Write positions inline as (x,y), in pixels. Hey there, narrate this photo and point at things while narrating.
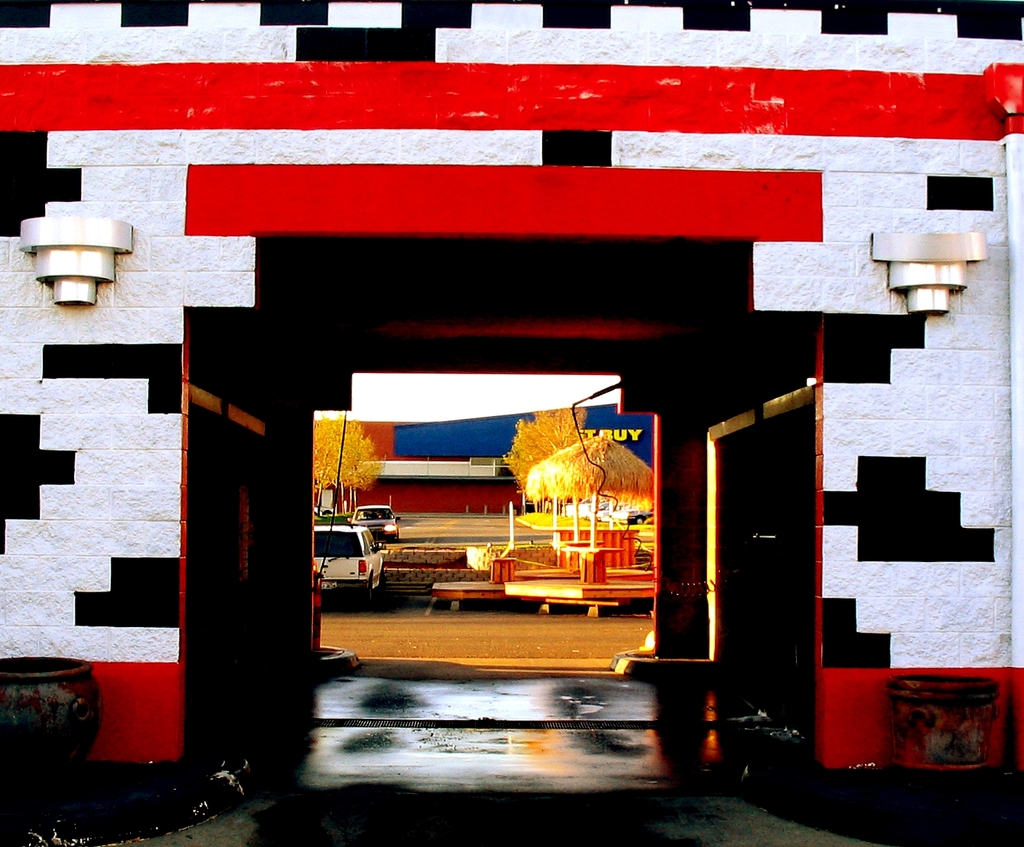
In the foreground of this image (145,682), there is wall (660,114) and two pots (60,732) on the either side. In the background (593,470), there is a hut like an object (592,502), vehicles (374,546), trees (350,431), building (479,433) and the sky (448,400).
